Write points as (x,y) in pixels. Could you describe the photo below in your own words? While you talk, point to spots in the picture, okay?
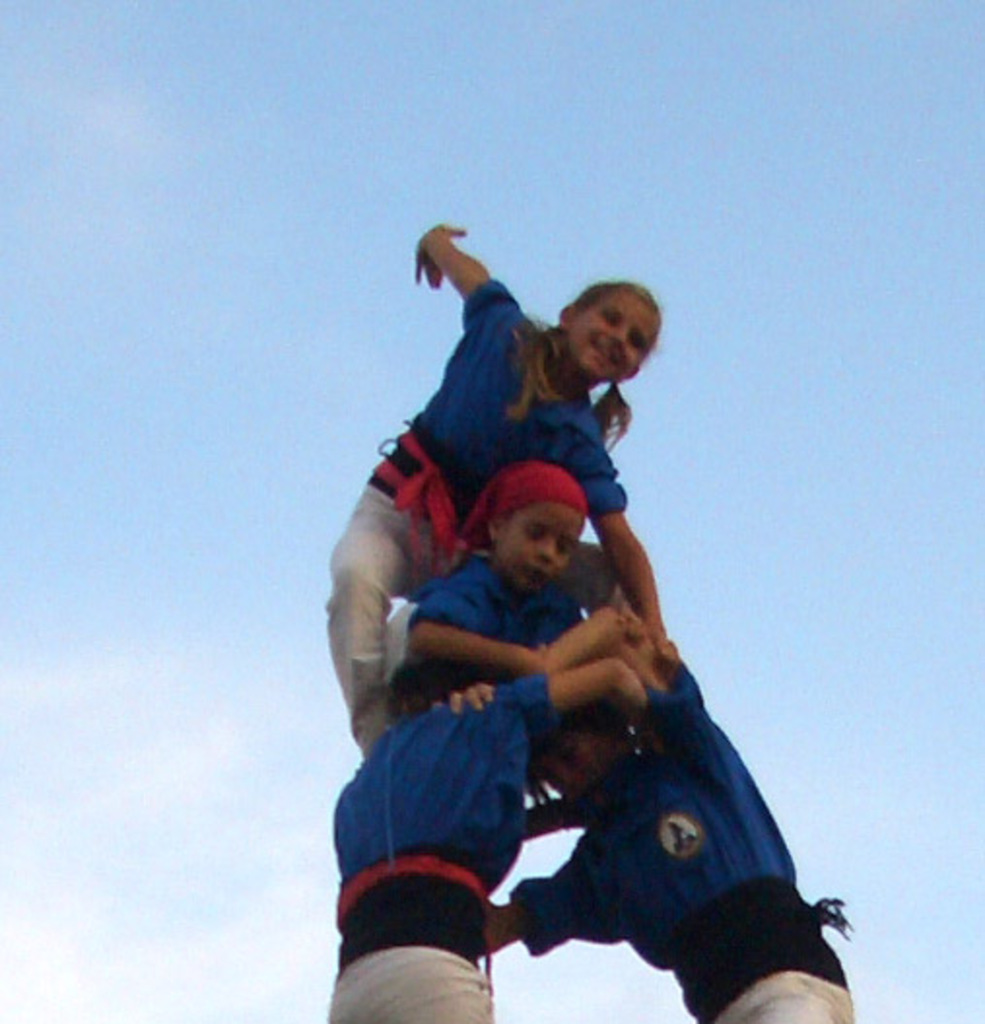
In this image we can see many people (525,885). There is a blue sky (564,303) in the image.
